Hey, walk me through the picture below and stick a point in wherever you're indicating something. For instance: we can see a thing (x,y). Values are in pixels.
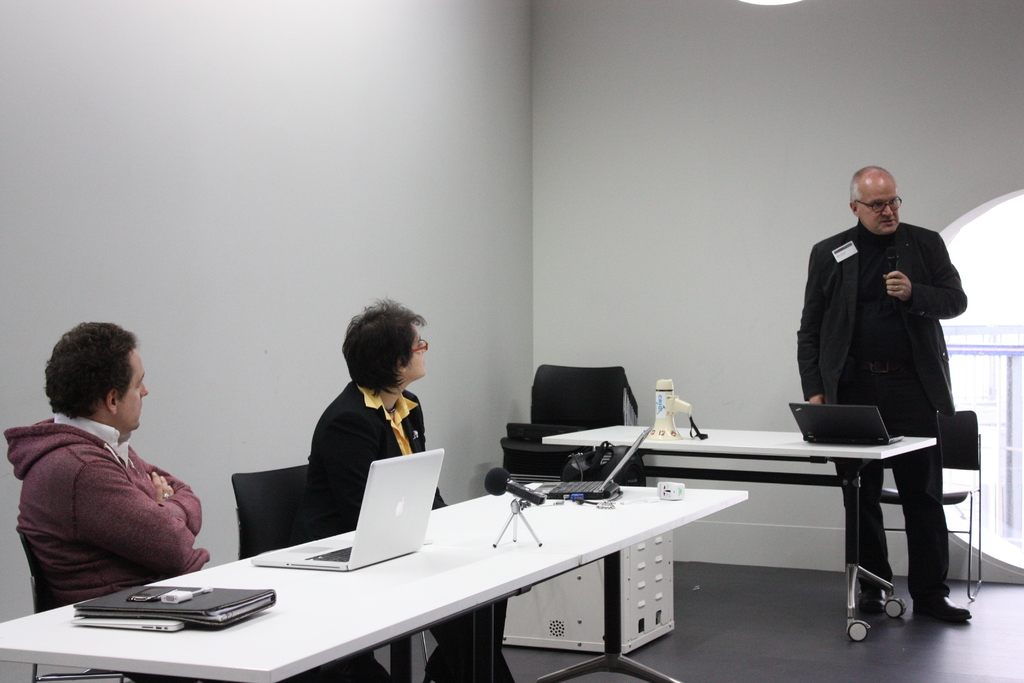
In this image in the middle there are two tables (620,546) on that in the left (224,615) there is laptop (351,556), file (237,602), mac (377,537). On the right (880,388) there is a man (900,325) he wears suit (842,309), trouser (921,497) and shoes (928,600). On the left (134,529) two people (341,443) are sitting on the chairs (261,497) and staring at him. In the background (751,350) there is bag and wall (522,196).
